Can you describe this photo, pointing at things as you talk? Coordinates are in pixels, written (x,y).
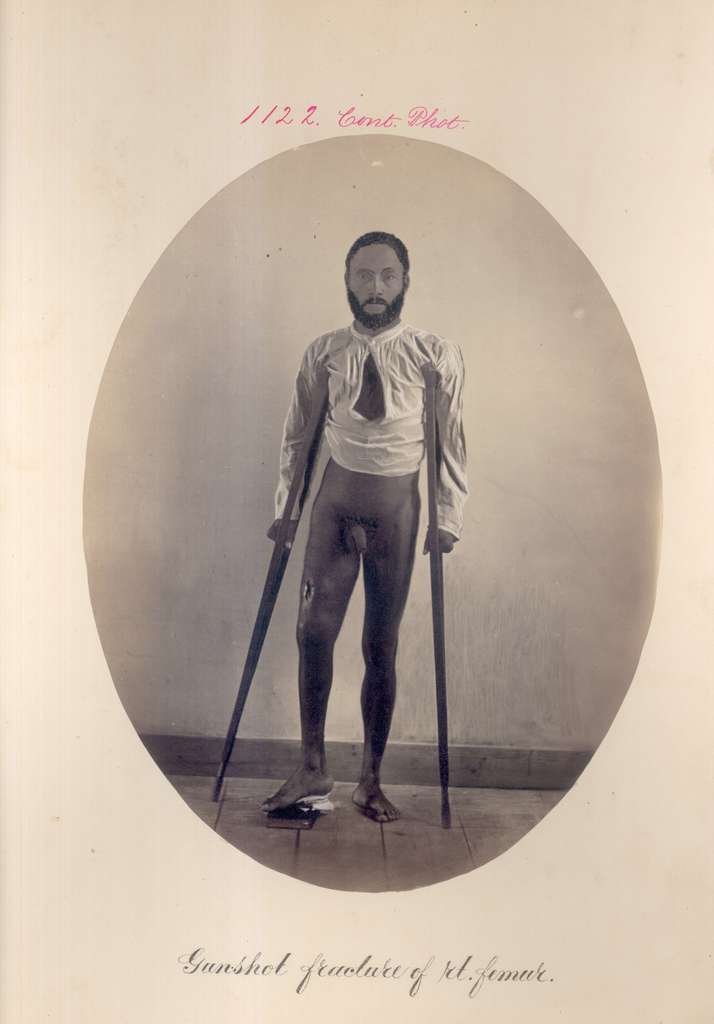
In this image we can see a paper (389,597) with a picture of a person (313,683), also we can see text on it.
